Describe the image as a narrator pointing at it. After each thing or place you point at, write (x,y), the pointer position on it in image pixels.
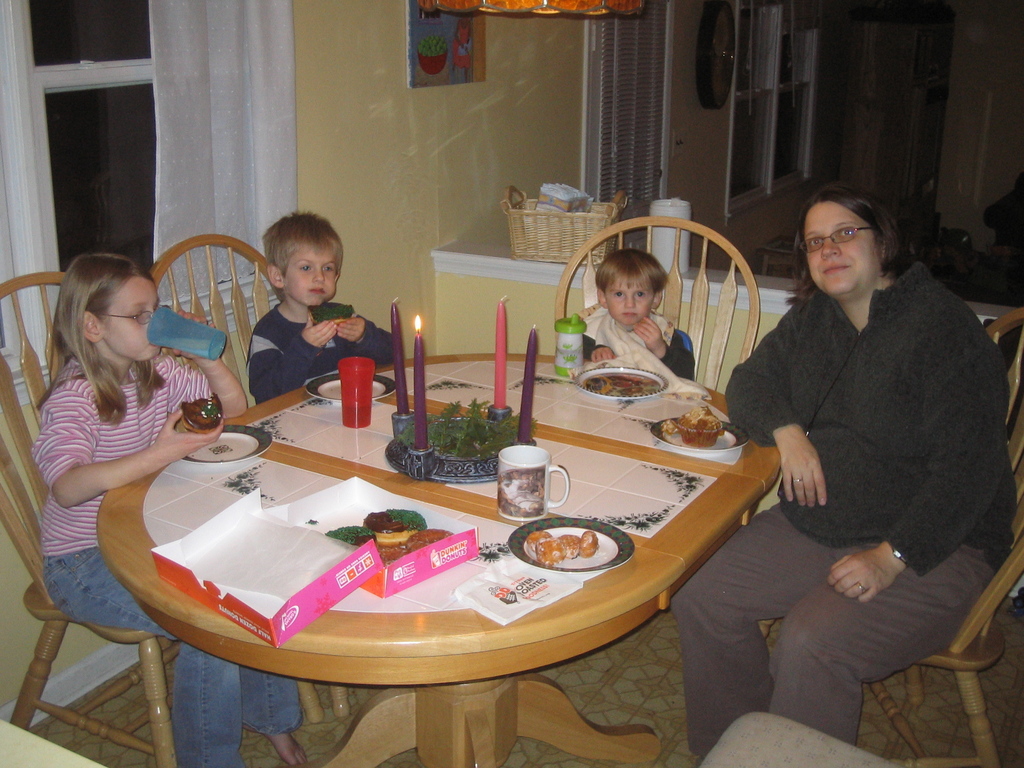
This picture is taken in a home (627,553). There are three kids (657,345) and a woman (873,481) sitting on a chair (47,341). The girl (77,354) who is sitting on a chair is drinking a drink (176,340) and in front of the people (170,377) there is a table (530,615) on the table (409,393) there is a cup (523,505) and plates (588,558) on the plate (591,559) there is food (549,546) and there is a candle (416,381). There is one candle (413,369) with a flame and the background of this people (867,348) is a wall (396,158) and window (82,125) also and this is a curtains (206,154).
